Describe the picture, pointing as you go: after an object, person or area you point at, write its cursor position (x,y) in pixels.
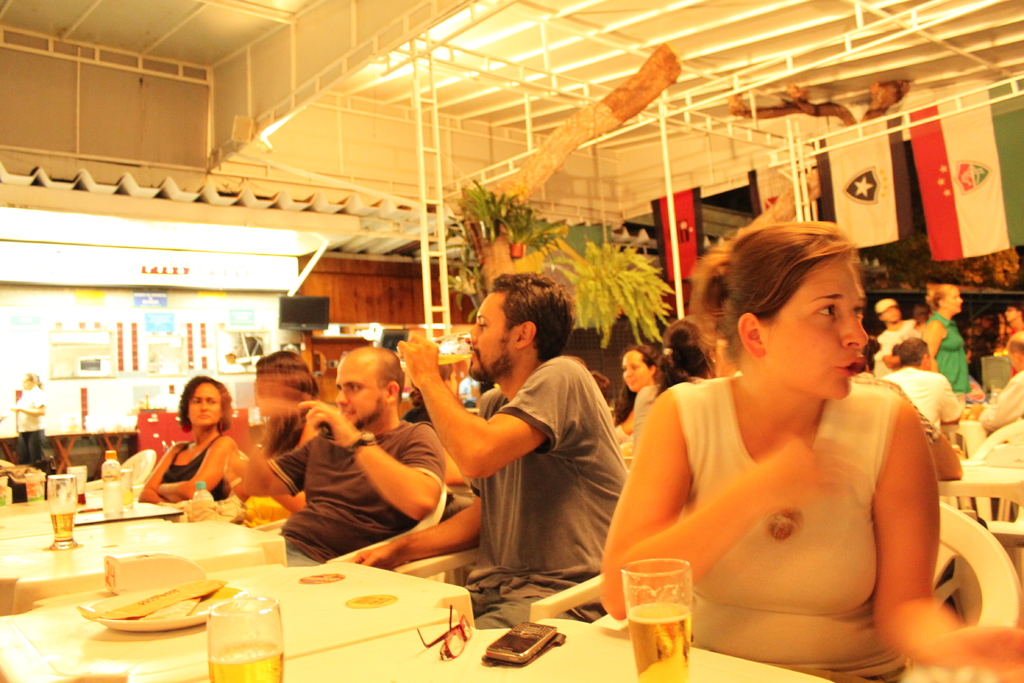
In this image there are group of people (721,481) sitting in chairs (559,604) and in table (583,644) there are glass (642,654), spectacles (460,639), mobile (551,631), box (184,571), plate (164,616), bottle (117,471) and in back ground (109,342) there is a stall (106,356), plant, flags (974,140), group of people (909,360) standing and sitting near the table (1011,493), and lights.
